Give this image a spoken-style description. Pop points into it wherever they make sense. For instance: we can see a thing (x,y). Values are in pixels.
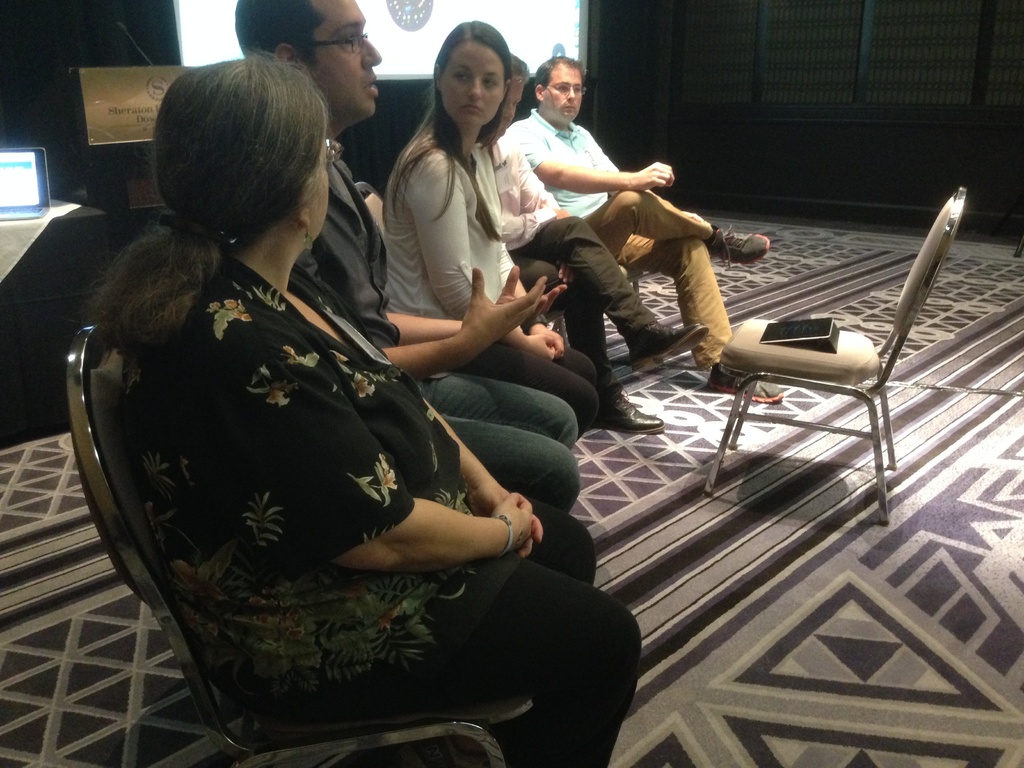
In this picture we can see a group of people (315,621) sitting on chairs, in front of them we can see a chair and in the background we can see a laptop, screen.
